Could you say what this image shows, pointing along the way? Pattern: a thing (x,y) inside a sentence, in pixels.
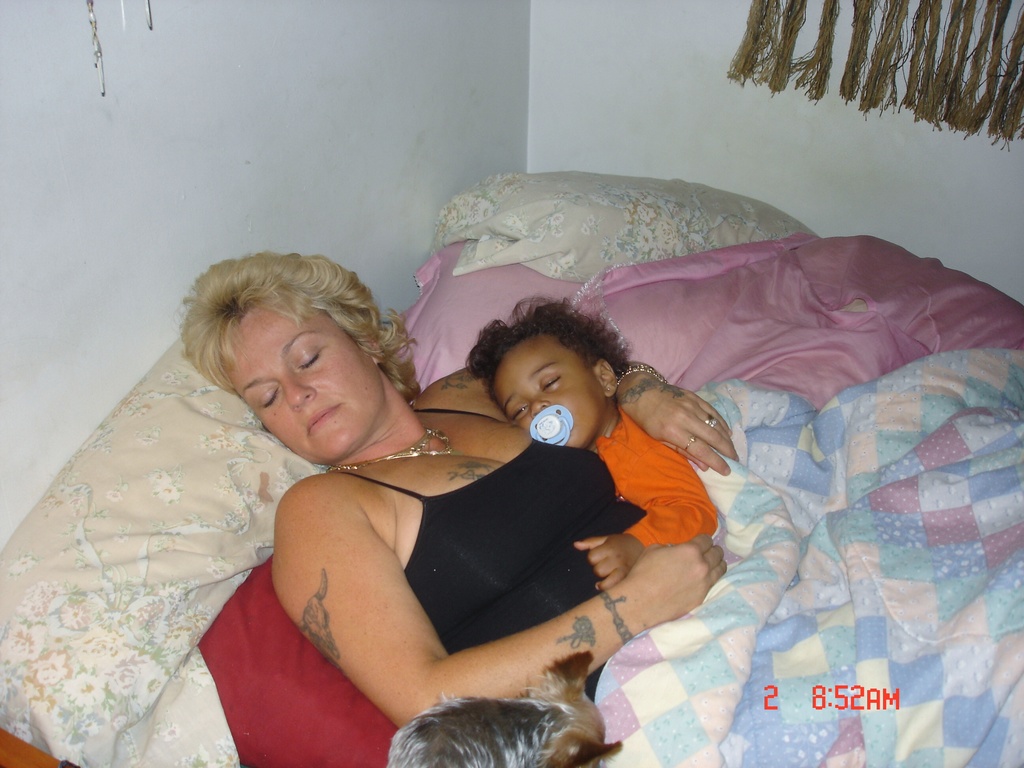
In this image I can see a woman (447,614) wearing black colored dress (574,601) and a baby (682,503) wearing orange colored dress (671,462) are sleeping on the bed (773,368). I can see a dog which is white, black and brown in color, few pillows (687,221) which are cream in color and the bed sheet (808,597) which is blue in color on the bed (553,219). I can see the white colored wall (441,138) in the background (700,133).
